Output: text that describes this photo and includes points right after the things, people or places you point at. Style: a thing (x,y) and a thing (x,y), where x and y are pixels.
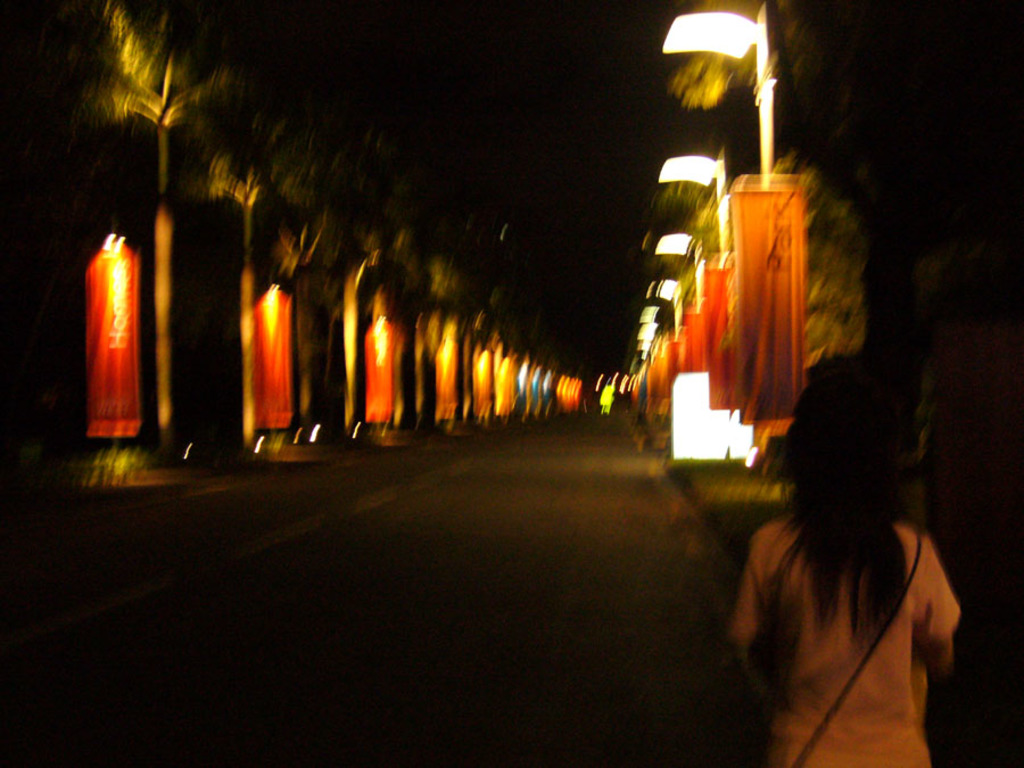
On the right side of the image (857,666) we can see a person (885,650) standing. In the background (809,242) there are poles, lights (696,176), trees (781,50) and sky (584,190).
